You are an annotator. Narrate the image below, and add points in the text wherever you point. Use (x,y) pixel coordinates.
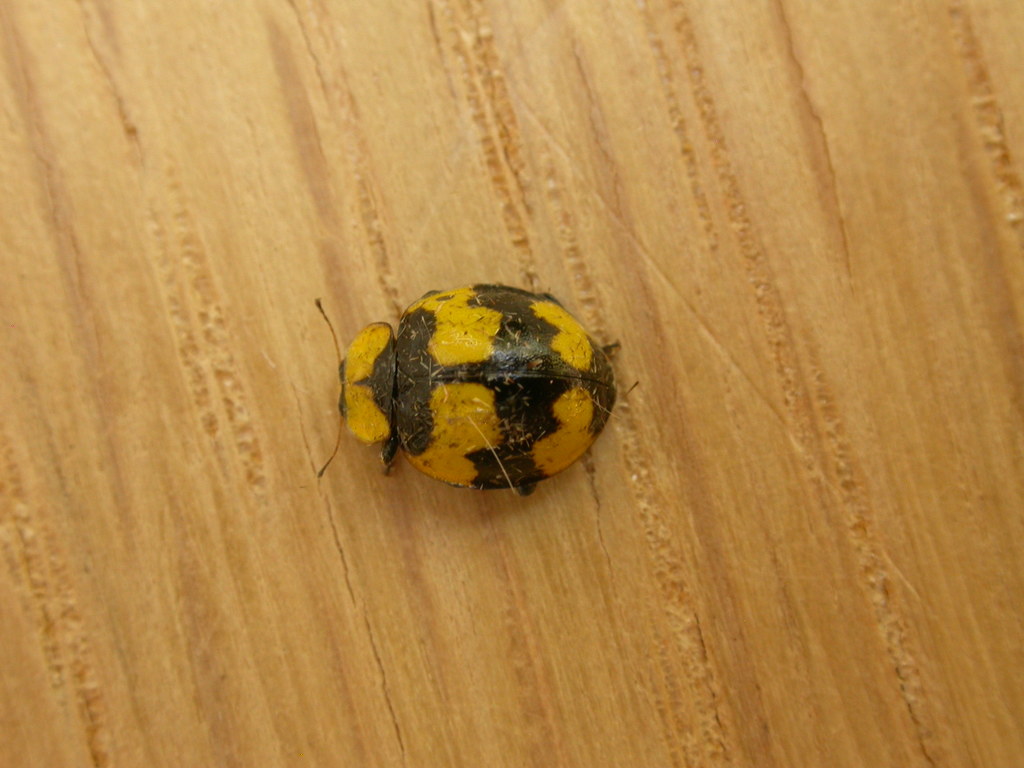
In this image there is an insect (530,379) on the surface (328,608).
